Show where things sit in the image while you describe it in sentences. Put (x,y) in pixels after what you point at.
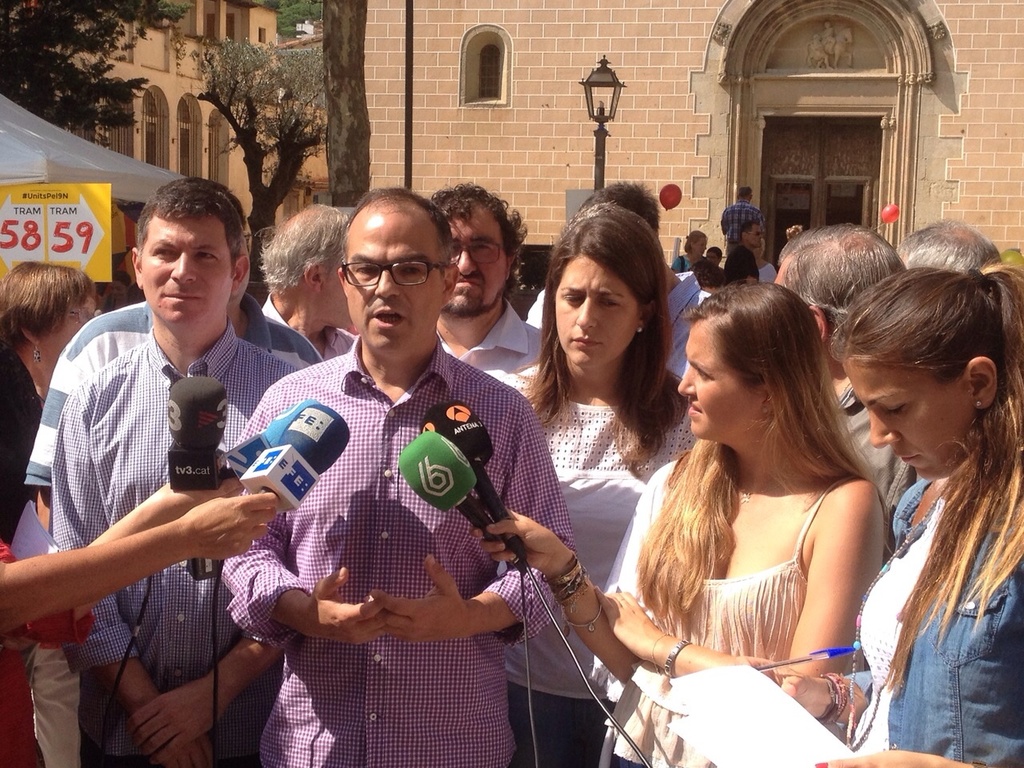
In this picture we can see some people (326,384) are standing and one person (432,657) is talking to the press (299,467) with the help of microphone (428,471), one woman (825,723) is holding a paper (709,696) and pen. background (216,119) we can see so many buildings (522,85) and trees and one tent (39,163).
